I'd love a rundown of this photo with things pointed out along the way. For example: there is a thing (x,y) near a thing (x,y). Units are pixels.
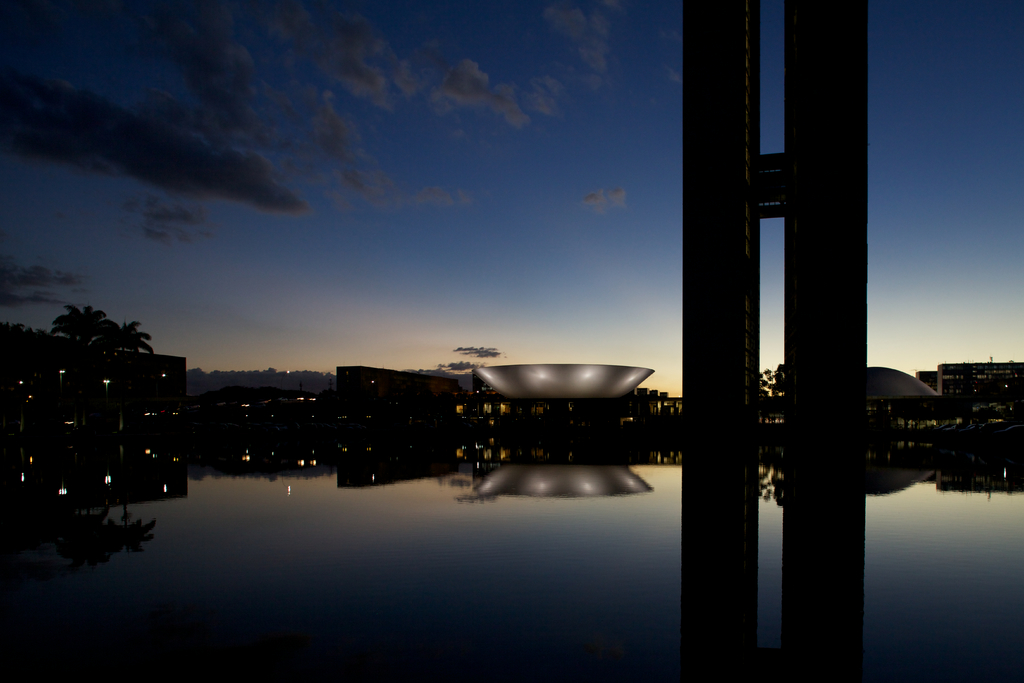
This is a landscape image which contains building (1018,370), trees (298,395) and lights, we can see the reflection (303,462) of these things (986,393) on the water (55,549).
